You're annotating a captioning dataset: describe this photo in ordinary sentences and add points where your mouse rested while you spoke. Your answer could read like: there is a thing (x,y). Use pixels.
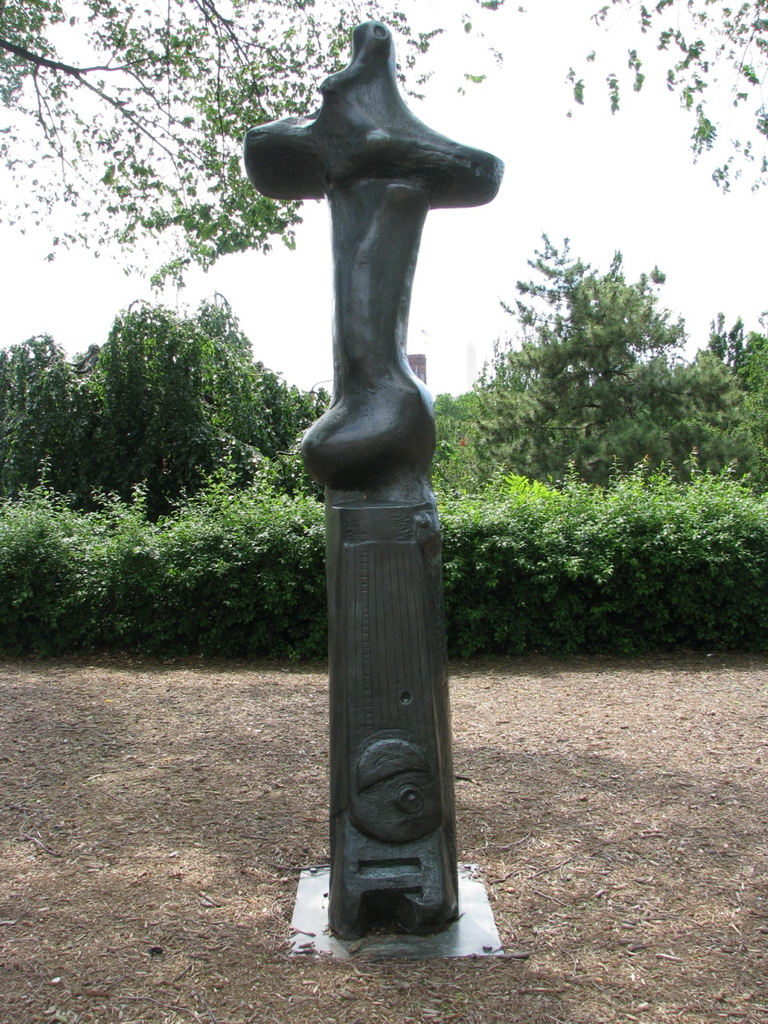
In this picture in the middle (380,516) there is a statue (380,516) in black color. In the background (153,495) there are plants (228,539), trees (313,417) and a sky (585,156).
